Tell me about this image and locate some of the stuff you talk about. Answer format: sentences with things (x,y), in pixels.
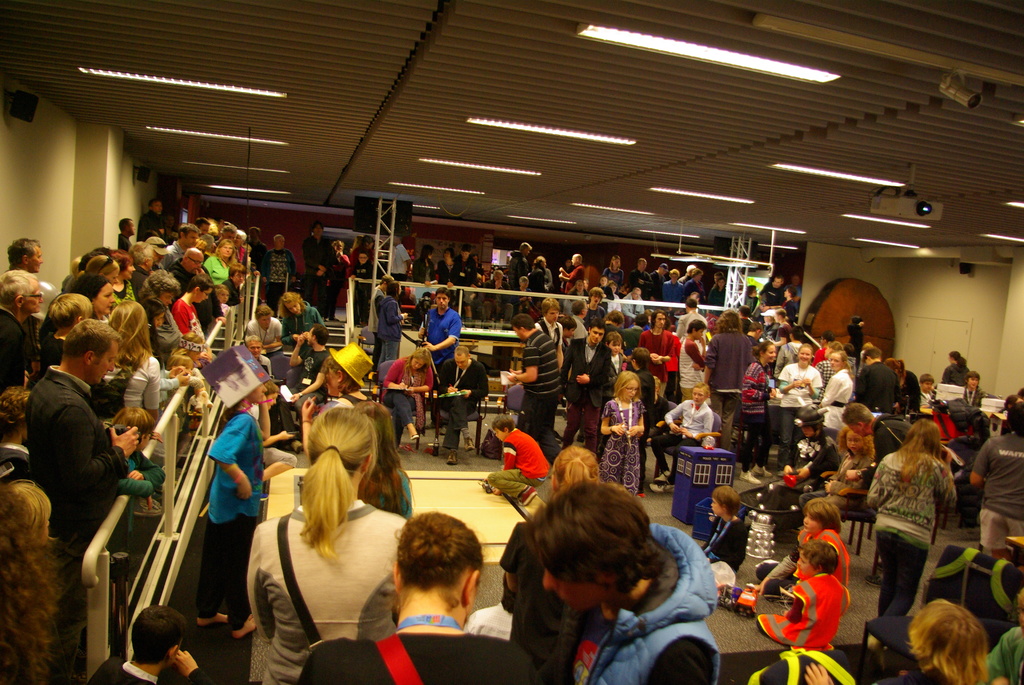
In this image, we can see people (733,351). Few people (718,503) are sitting. Here we can see so many things (750,601) are placed on the floor (736,618). On the left side of the image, we can see the railing (174,443). In the background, we can see rods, speakers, lights (902,221) and walls (329,229). Top of the image (927,202), we can see the projector (906,207), security camera (955,86) and ceiling (932,93) with lights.
